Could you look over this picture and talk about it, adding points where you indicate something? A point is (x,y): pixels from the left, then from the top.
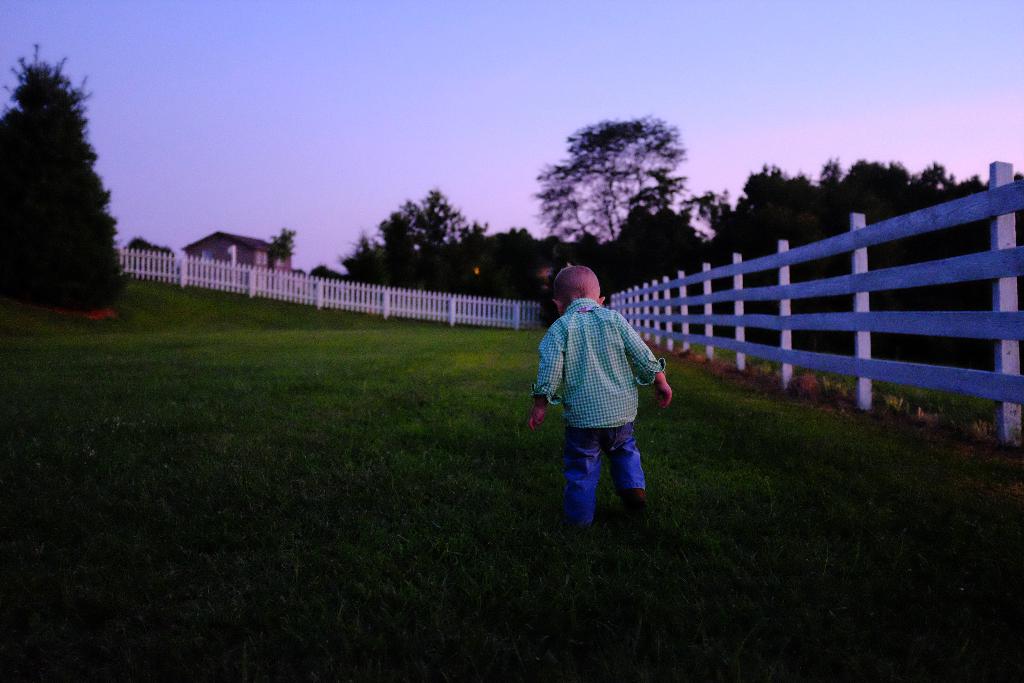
In this image I can see a child (583,377) walking. I can see fencing (1008,332), trees (660,232) and house (237,247). The sky (281,115) is in white and blue color.
